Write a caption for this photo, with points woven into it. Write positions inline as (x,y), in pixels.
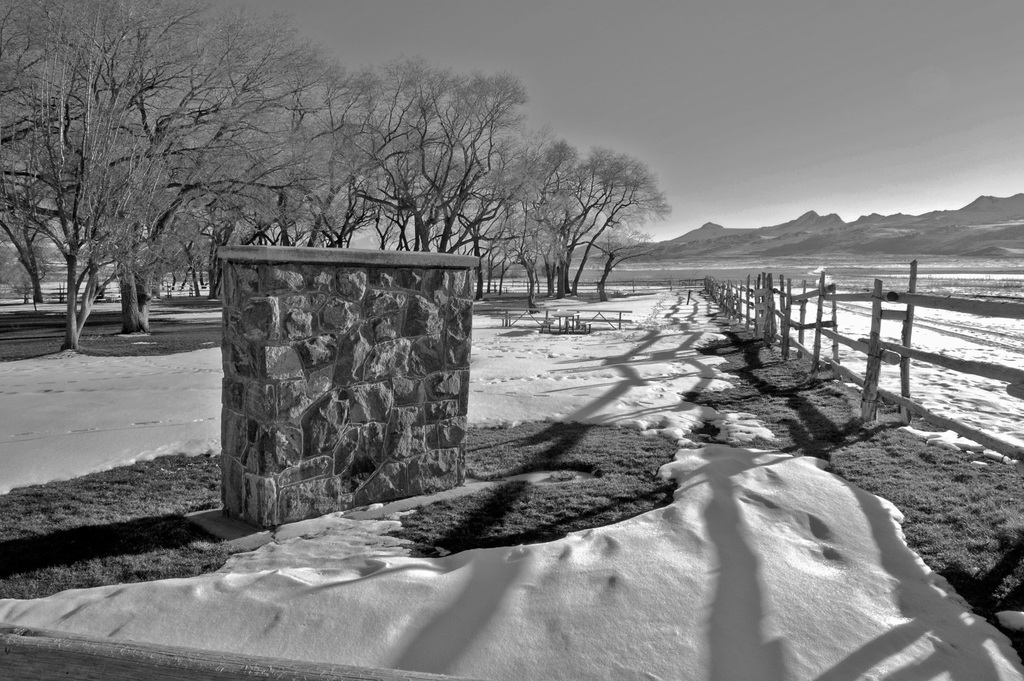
This is a black and white image. At the bottom of the image (412,574) there is snow (332,533). There is a wall (332,424). There are trees (20,130). In the background of the image (722,302) there is fencing (776,289). To the right side of the image (716,257) there are mountains (929,222). There is sky (764,111).
